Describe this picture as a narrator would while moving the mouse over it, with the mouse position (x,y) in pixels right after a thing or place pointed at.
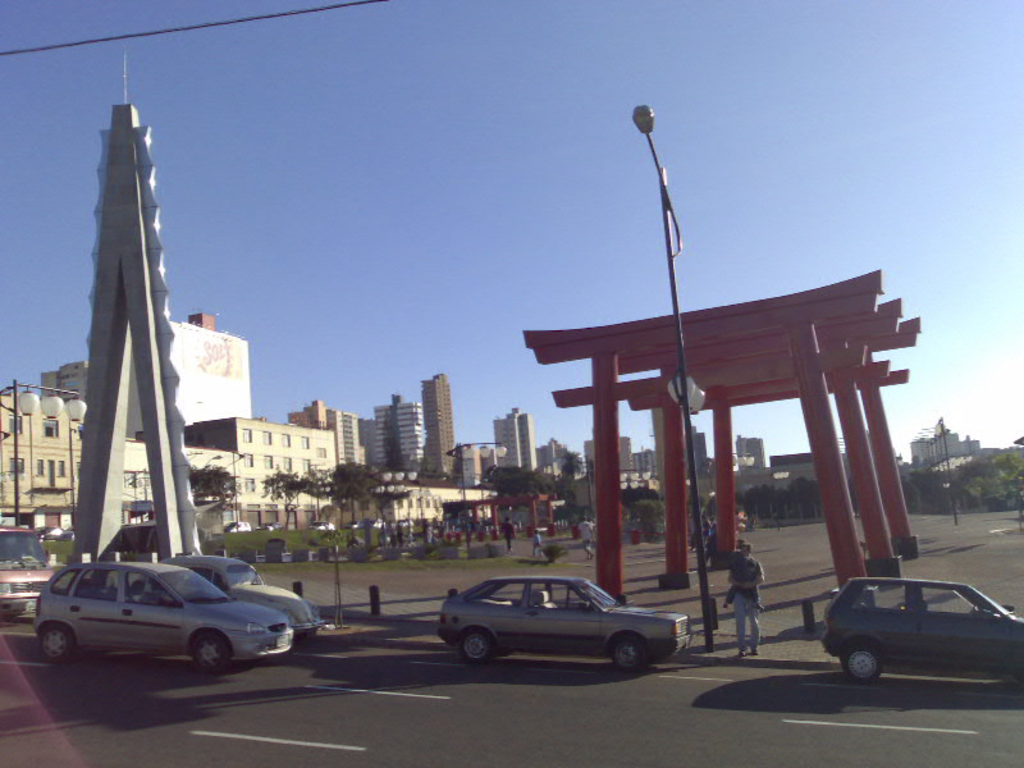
Here few vehicles (26,548) are moving on the road (731,710), in the left side (138,390) there are buildings (368,424). At the top (474,150) it is a sky (493,149).
